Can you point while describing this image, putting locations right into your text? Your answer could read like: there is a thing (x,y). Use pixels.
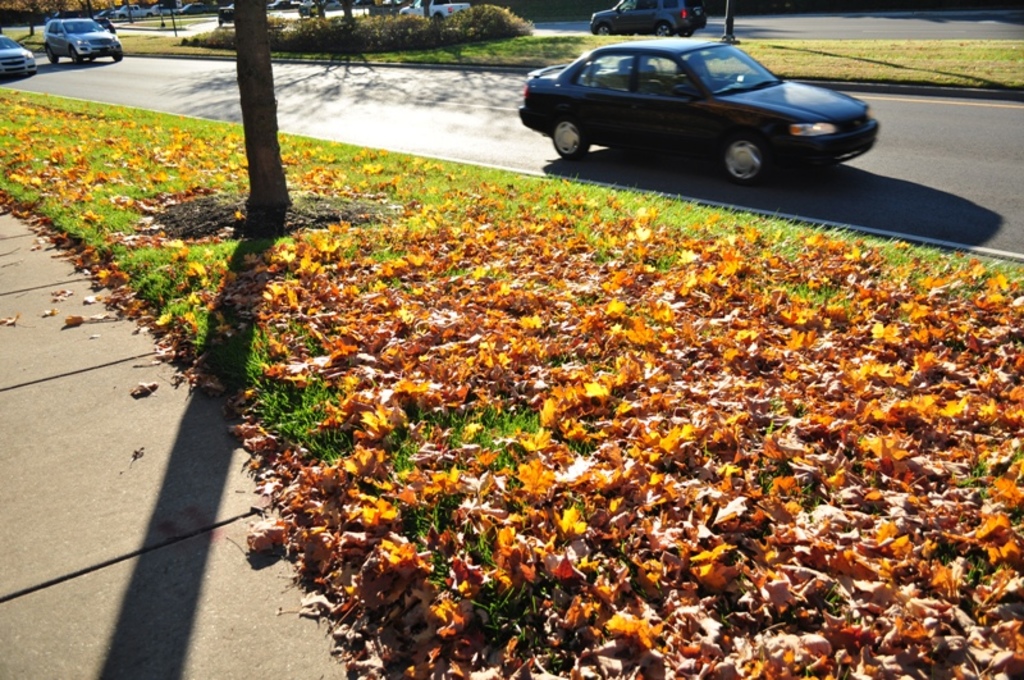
In this image we can see the leaves (566,369) and the grass (421,169) on the side of a road (187,85). Here we can see the cars (753,166) on the road (294,102).
